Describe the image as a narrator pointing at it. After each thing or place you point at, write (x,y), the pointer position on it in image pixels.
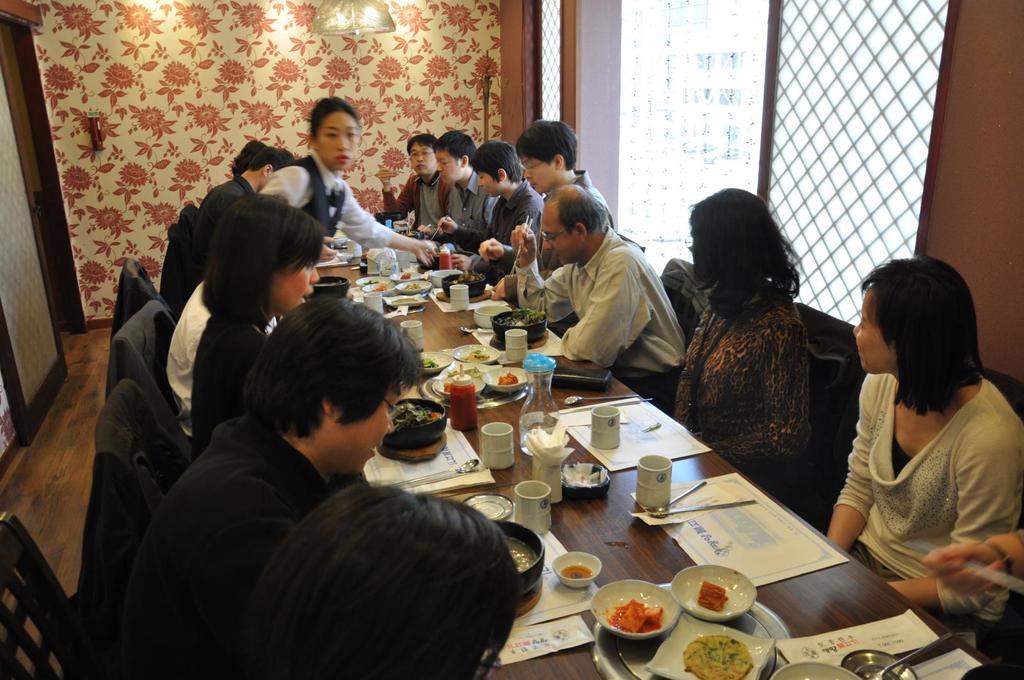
It looks like a team lunch, group of people (790,376) are sitting around the table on the either side lot of food items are placed on the table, a woman (338,216) who is standing to the left side (316,214) is serving the food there is a cream color wall (277,62) with red color flowers (267,19) in the background (200,69).
